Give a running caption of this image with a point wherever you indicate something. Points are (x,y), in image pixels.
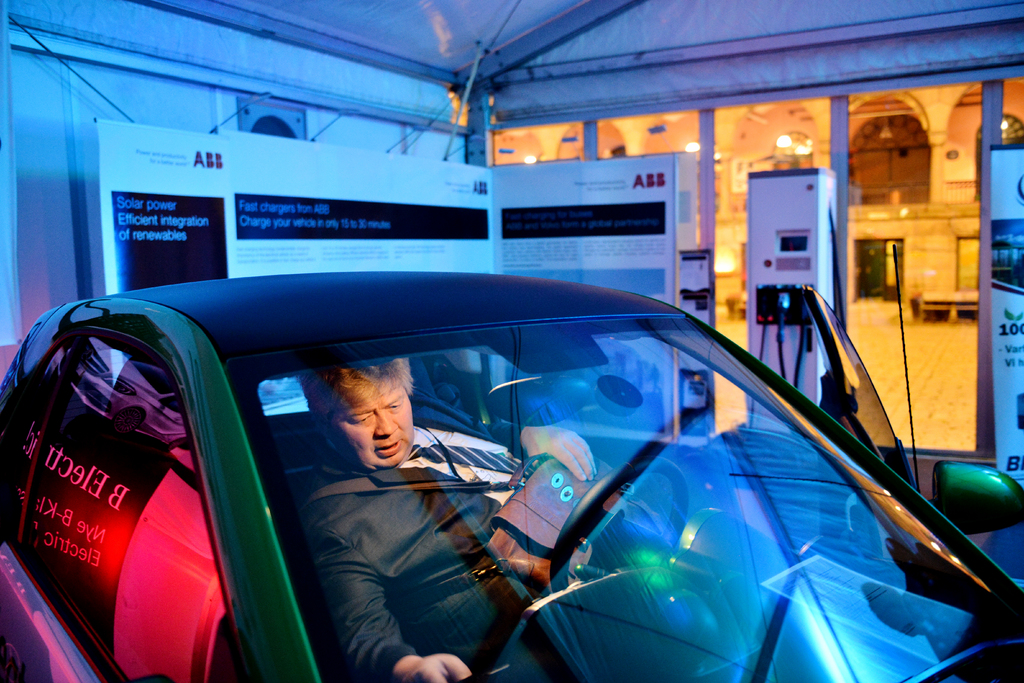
In this image I see a car (728,421) in which there is a person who is sitting and In the background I see the board (126,146) and a building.
